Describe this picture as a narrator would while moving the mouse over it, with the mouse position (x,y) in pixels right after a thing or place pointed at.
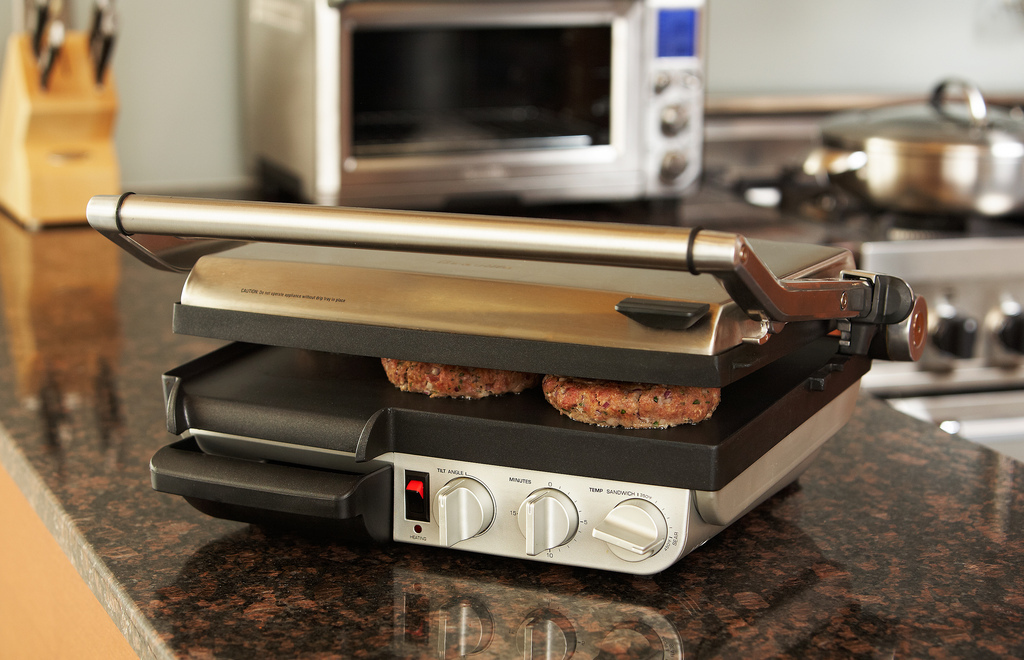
In this image in the front (400,305) there is a grill machine (660,363). In the background (441,85) there is a microwave oven (438,87) and on the right side (958,245) there is a stove (945,239), on the stove (956,220) there is an object (920,159) which is silver in colour. On the left side (72,132) there is a wooden stand (65,115) and on the wooden stand (62,48) there are black colour objects (37,35).
